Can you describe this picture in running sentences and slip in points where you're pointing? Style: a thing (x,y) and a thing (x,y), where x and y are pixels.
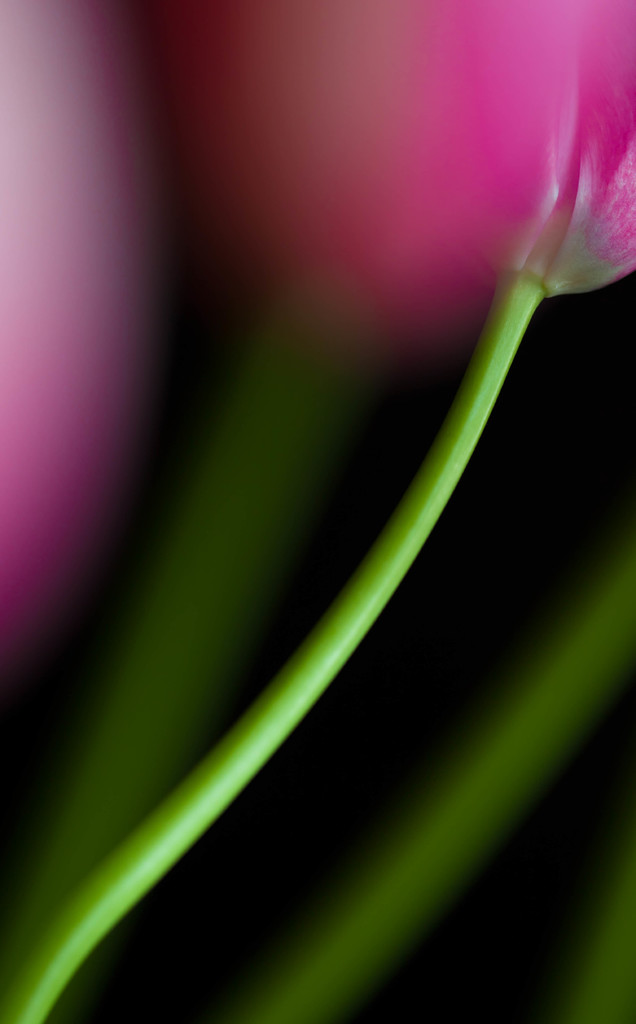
In the middle of this image (374,583), there is a green color stem (46,999), which is having a pink color flower (500,137). In the background (263,432), there are three green color stems (596,947). And the background (299,847) is dark in color.
